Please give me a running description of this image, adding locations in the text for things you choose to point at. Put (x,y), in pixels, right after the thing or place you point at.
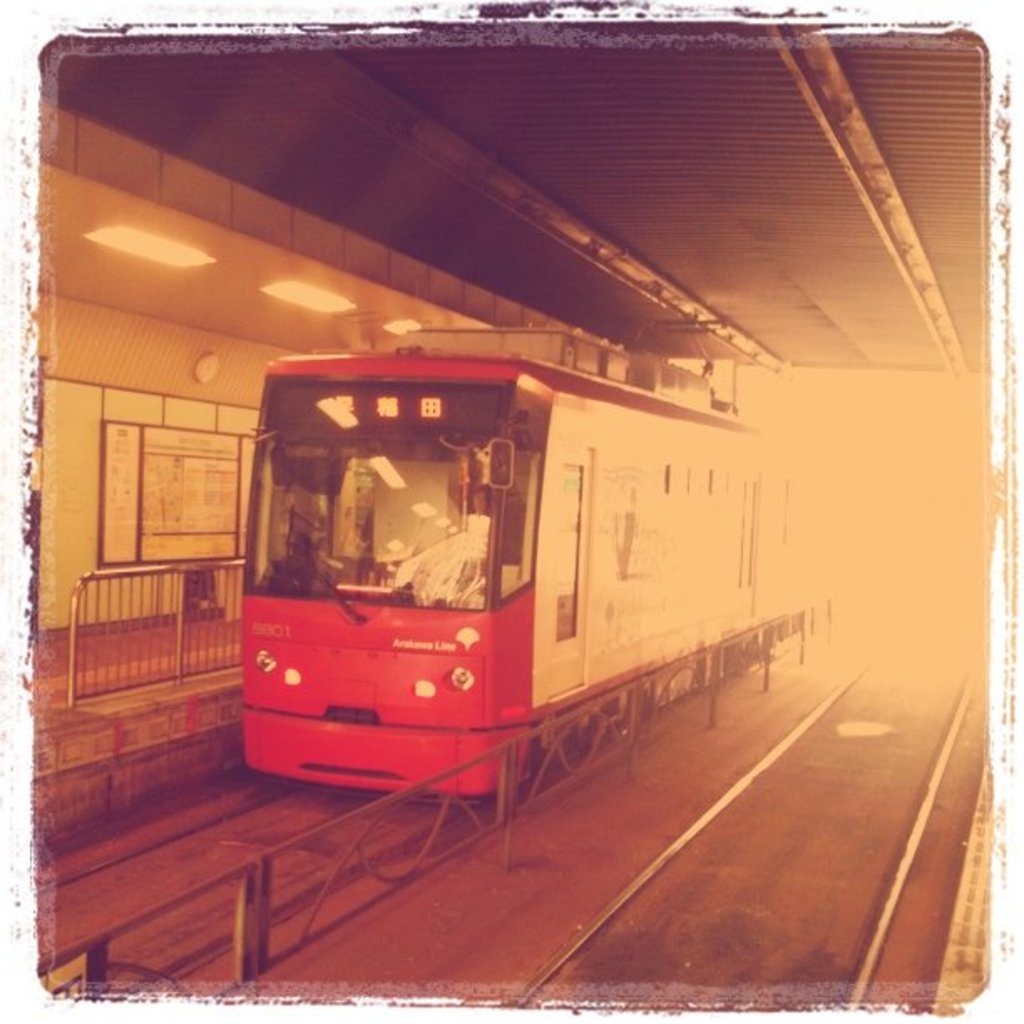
In this image I can see the railing (237,919), few railway tracks (339,805) and a train (390,687) which is red in color on the track (324,805). I can see the platform (168,688), the wall (58,385), a board (166,489) attached to the wall (55,406), the ceiling (533,145) and few lights (180,257) to the ceiling (331,336).
